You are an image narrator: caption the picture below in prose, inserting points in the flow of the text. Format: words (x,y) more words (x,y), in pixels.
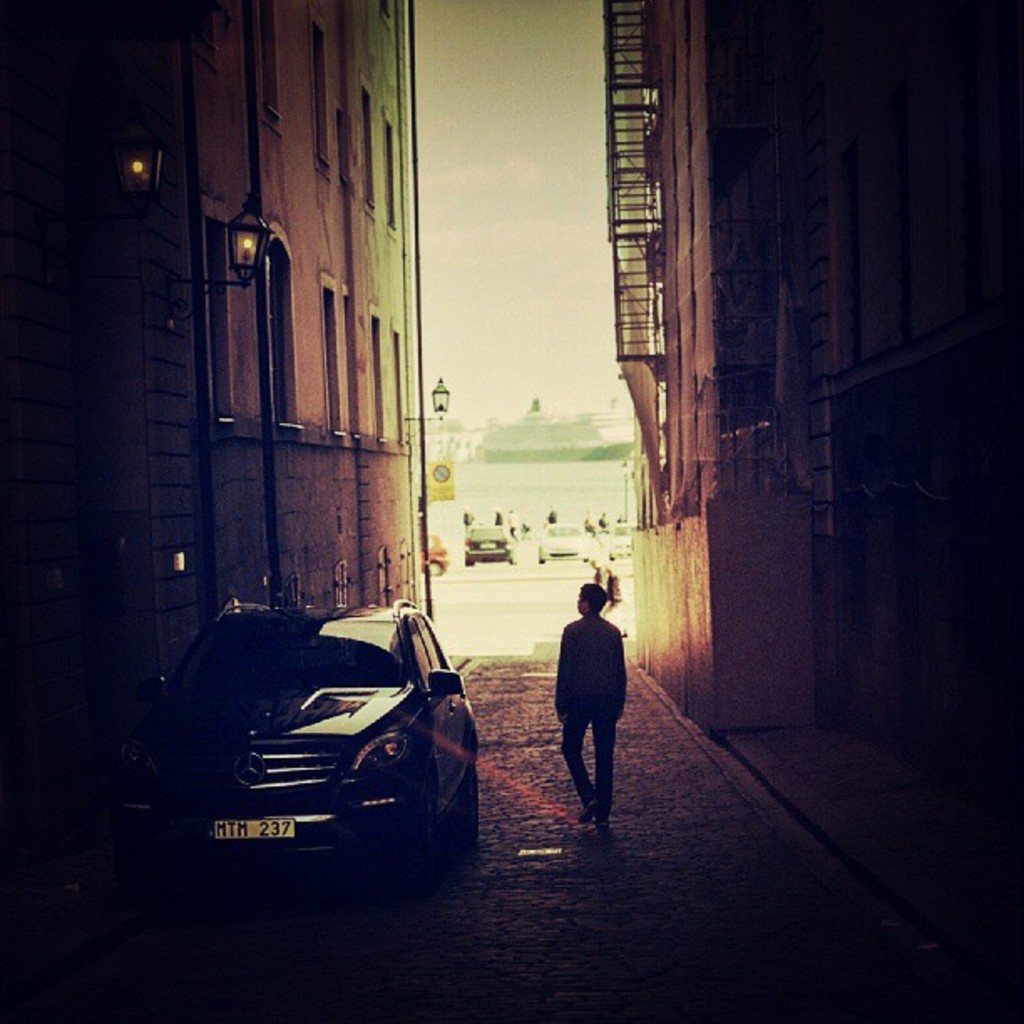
In the foreground of this image (571,723), there is a man (578,734) walking on the pavement (539,759) and there is a car (393,759) beside him. There is a wall (310,326) on either side of the image and a pole (261,304) on the left (200,320). In the background (460,188), there is the sky (507,197), pole (423,491), sign board (449,465), few cars (554,557) on the road (534,542) and the buildings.
